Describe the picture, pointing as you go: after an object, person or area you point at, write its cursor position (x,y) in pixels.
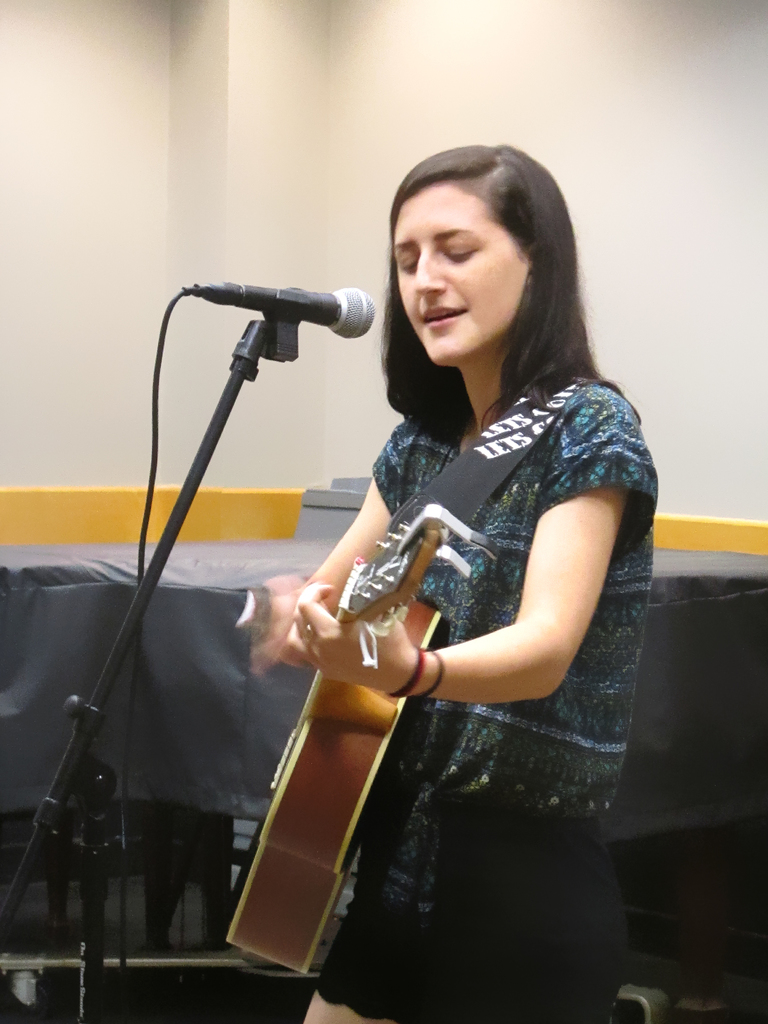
In this picture we can see a girl (494,583) wearing blue color printed top (527,773) and black skirt (522,898), Holding a guitar (318,679) in her hand (352,660) and singing in the microphone (357,320). Behind we can see white color wall (357,86).
